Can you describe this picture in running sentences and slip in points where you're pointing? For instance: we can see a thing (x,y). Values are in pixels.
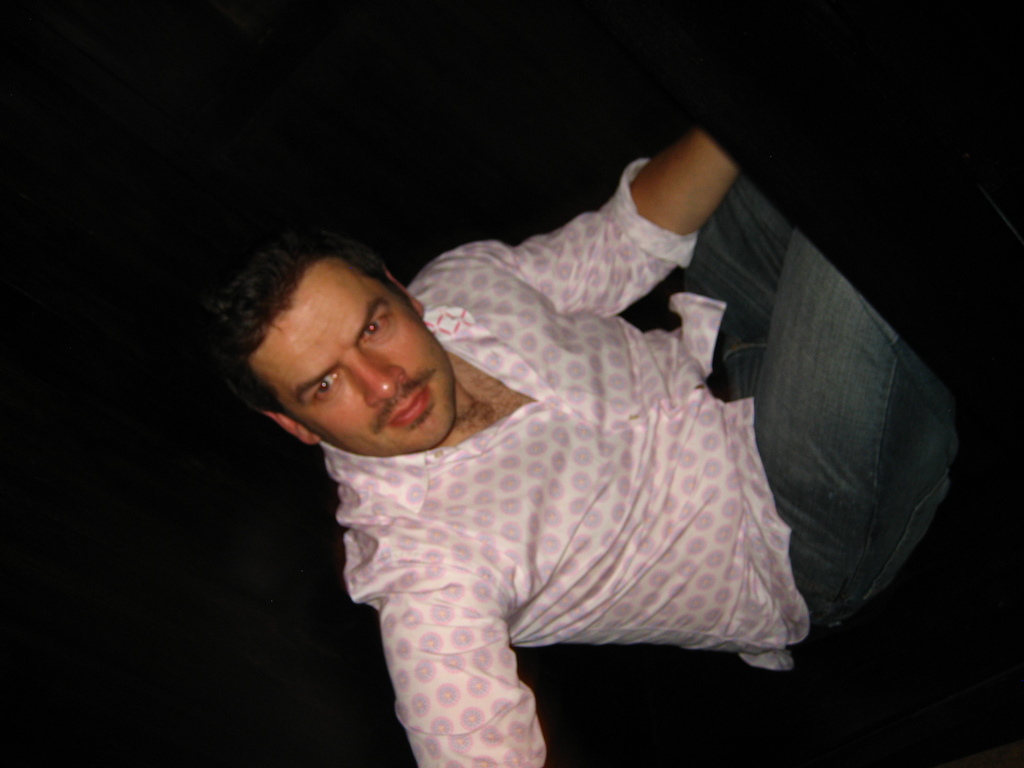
Here in this picture we can see a person (414,450) sitting over a place (984,701) and making an expression on his face (399,354).
